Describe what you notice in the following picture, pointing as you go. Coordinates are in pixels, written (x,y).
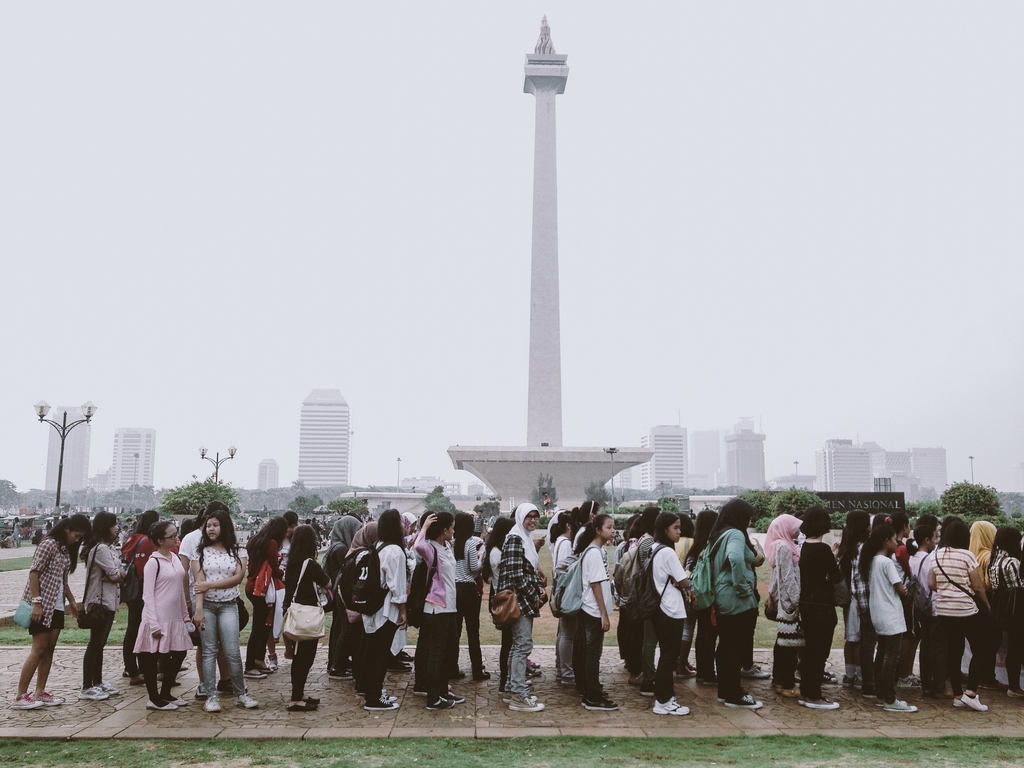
This picture describes about group of people (618,598), few people (581,605) wore bags (508,601), in the background (296,502) we can see few trees (186,492), poles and buildings (129,452), and also we can see a tower (535,294).
